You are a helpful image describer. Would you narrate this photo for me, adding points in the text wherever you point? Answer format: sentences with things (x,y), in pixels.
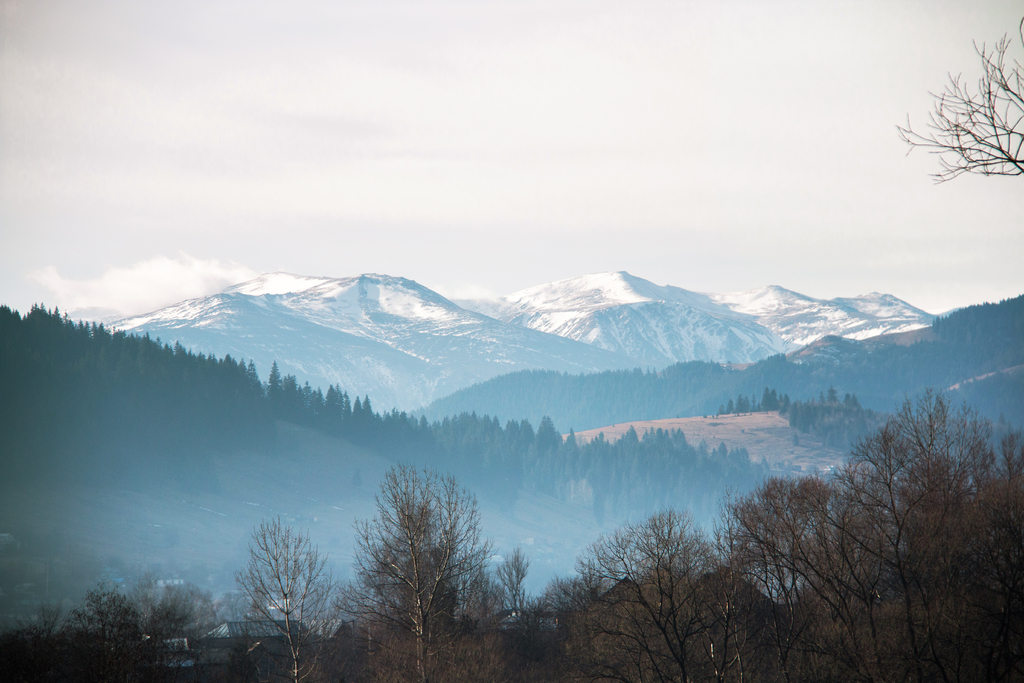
In this image there are trees (782,572) at front (838,556). At the background (336,495) there are mountains (533,294) and sky (375,163).
